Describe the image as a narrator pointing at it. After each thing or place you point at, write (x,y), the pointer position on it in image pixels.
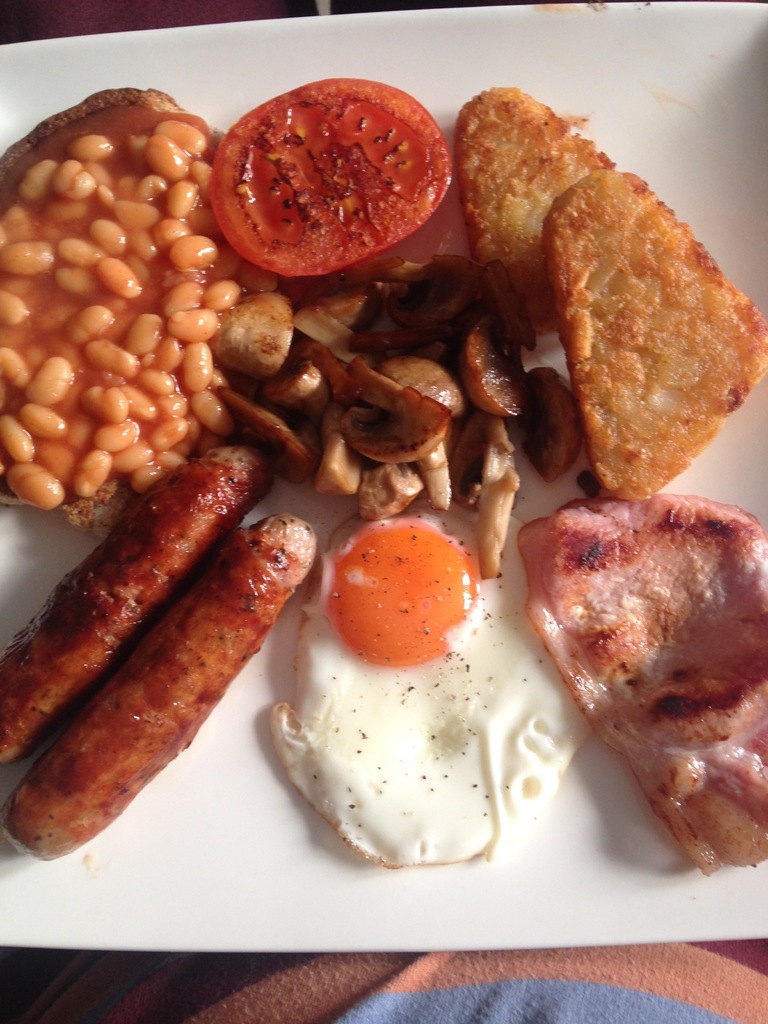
In this picture we can see a plate (300,899), there is some food (279,559) present in this plate (606,888).
